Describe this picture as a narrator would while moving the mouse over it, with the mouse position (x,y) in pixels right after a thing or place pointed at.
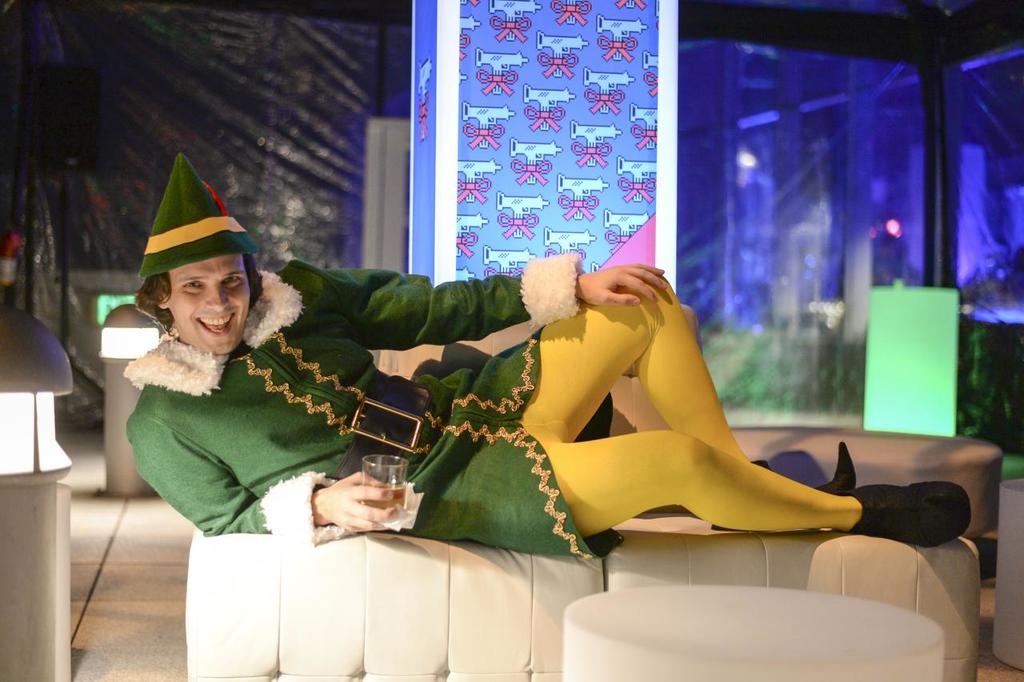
In this image we can see a man (538,474) lying on the sofa (630,532) and holding a beverage tumbler (365,488) in the hand (361,487). In the background (218,162) there are electric lights (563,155) and a curtain (347,156).
